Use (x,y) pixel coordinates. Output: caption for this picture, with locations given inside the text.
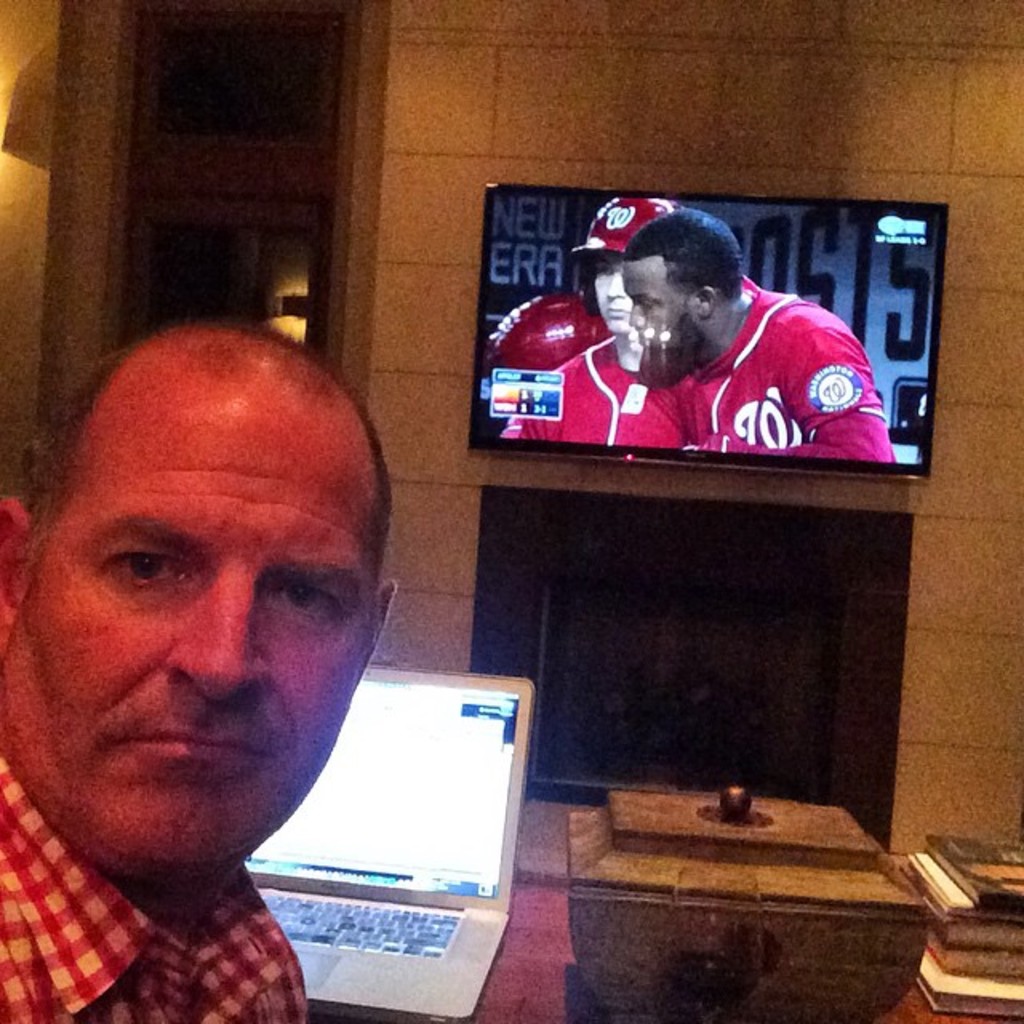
This is the picture of a person (6,868) who is sitting in front of the desk (519,945) on which there is a laptop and behind him there is a screen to the wall (957,810) and some books (995,886) and some things (804,860) to the other side.
